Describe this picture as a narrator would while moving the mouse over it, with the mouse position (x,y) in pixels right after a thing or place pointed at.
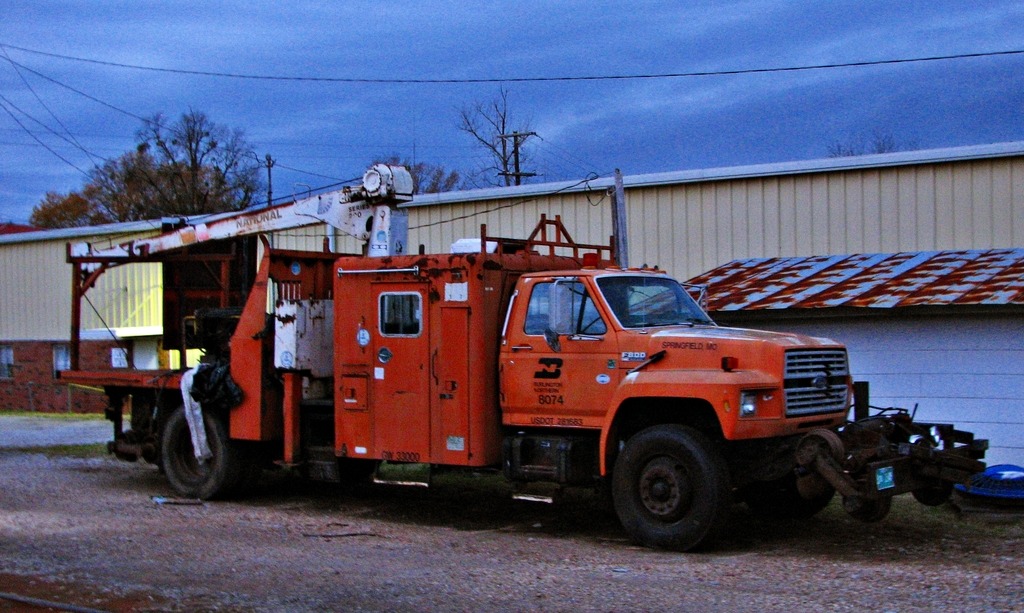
In the center of the image (605,309) there is a truck (388,180). At the background of the image (962,183) there is a building (771,169). There are trees (84,195). At the bottom of the image (311,534) there is road (504,540).
